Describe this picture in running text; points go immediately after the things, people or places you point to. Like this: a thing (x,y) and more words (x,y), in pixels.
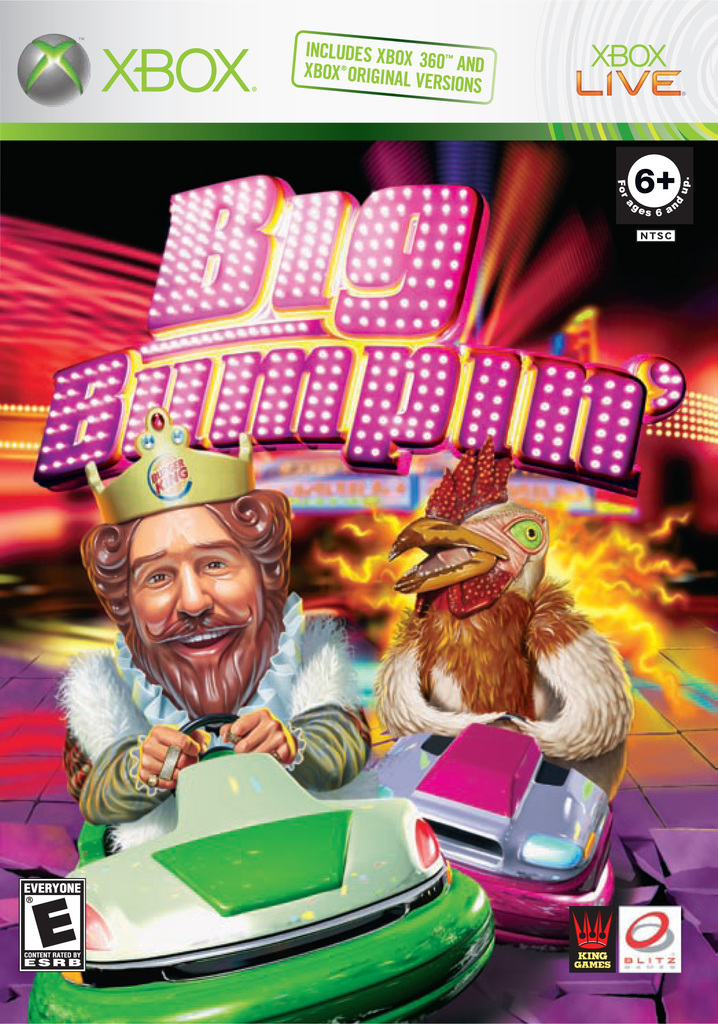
This image is an edited image. In this image there are two cartoon characters (311,667) sitting in the cars (447,806). At the top of the image (377,204) there is a text (243,354).
